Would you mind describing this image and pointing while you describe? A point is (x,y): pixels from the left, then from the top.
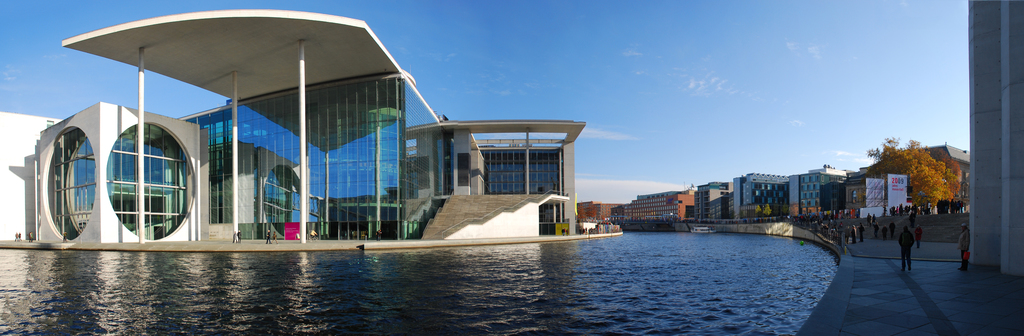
In this image we can see buildings (396,159), poles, hoardings (888,192), trees (949,192), pillars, and people (911,216). There is a boat (696,231) on the water (681,249). In the background (657,100) there is sky (751,123) with clouds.
